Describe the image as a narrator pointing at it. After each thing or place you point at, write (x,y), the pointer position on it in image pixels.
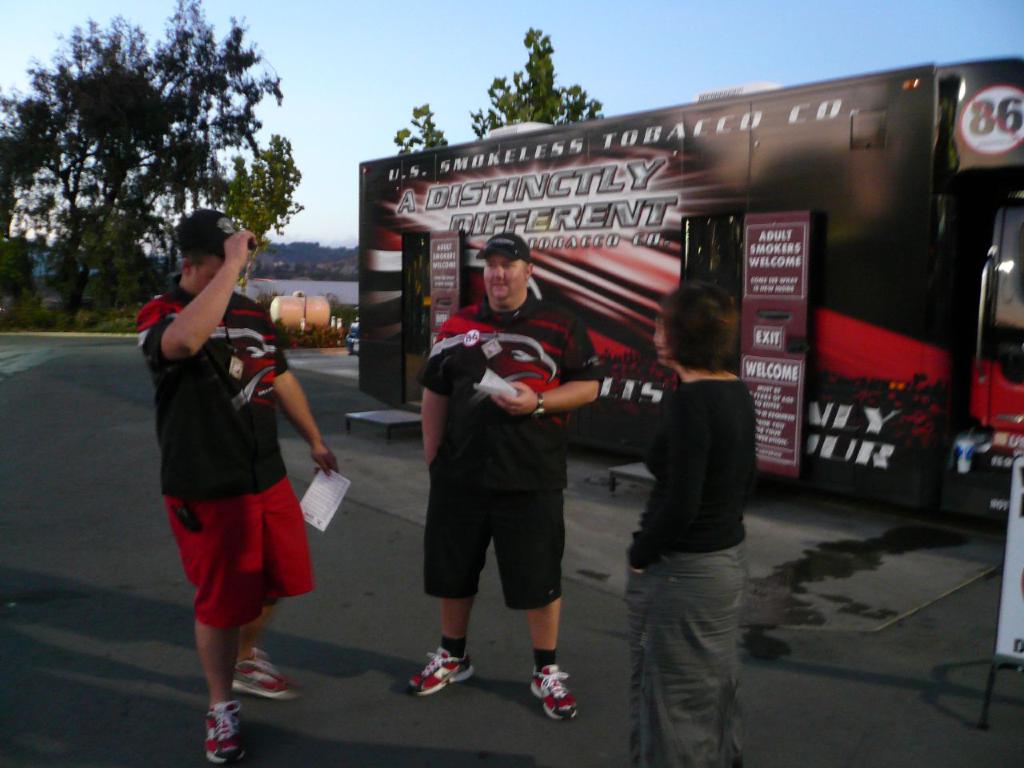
3 people (731,445) are standing wearing black t shirts (196,380). 2 people (198,257) at the left (199,230) are wearing black caps (217,251) and holding a paper (317,503) in their hands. There is a vehicle (869,158) behind them. There are trees (194,149) at the back (258,184).
